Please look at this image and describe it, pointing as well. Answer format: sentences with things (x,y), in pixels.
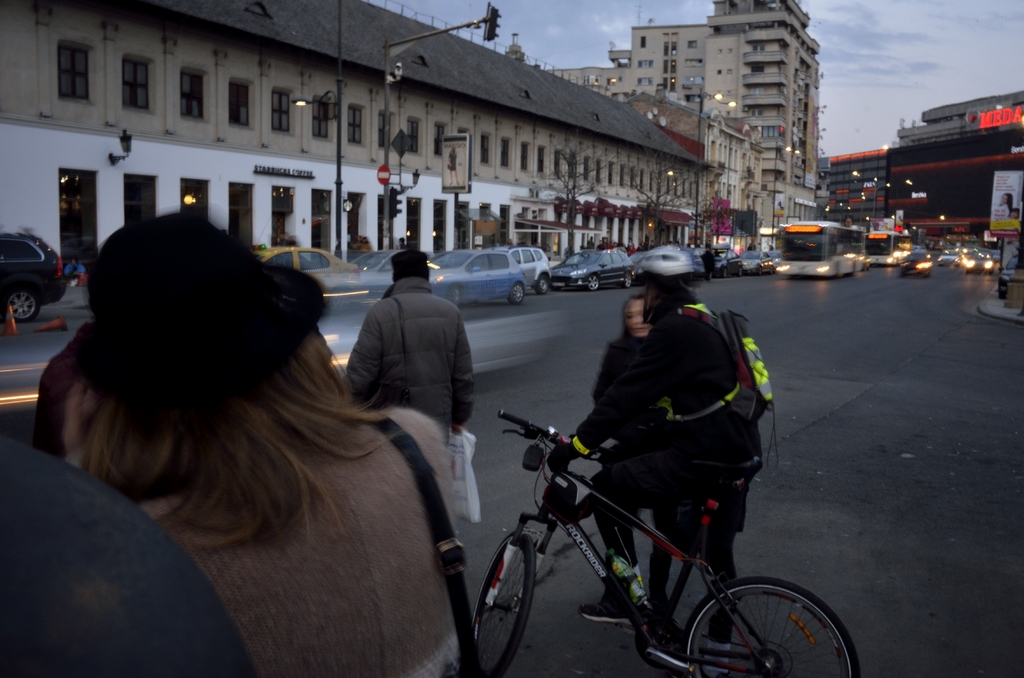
In this image I can see a person (652,568) riding a bicycle (695,563). On the road (788,320) there are vehicles (588,279) and few peoples (184,554) standing. At the back side (486,156) we can see a building (502,132).
